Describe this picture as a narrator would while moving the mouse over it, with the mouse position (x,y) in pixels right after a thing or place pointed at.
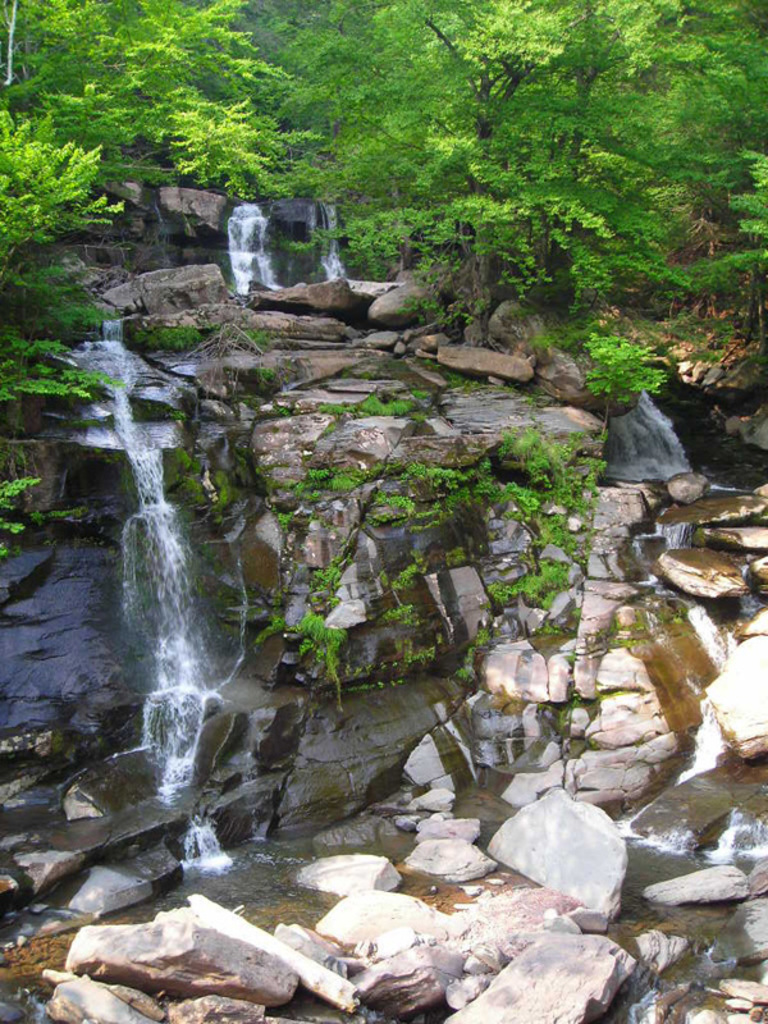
This picture is clicked outside. In the center (475,608) we can see the waterfalls (118,415) and we can see the rocks (590,570), green leaves (550,456), plants (550,456) and trees (629,223) and some other items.
